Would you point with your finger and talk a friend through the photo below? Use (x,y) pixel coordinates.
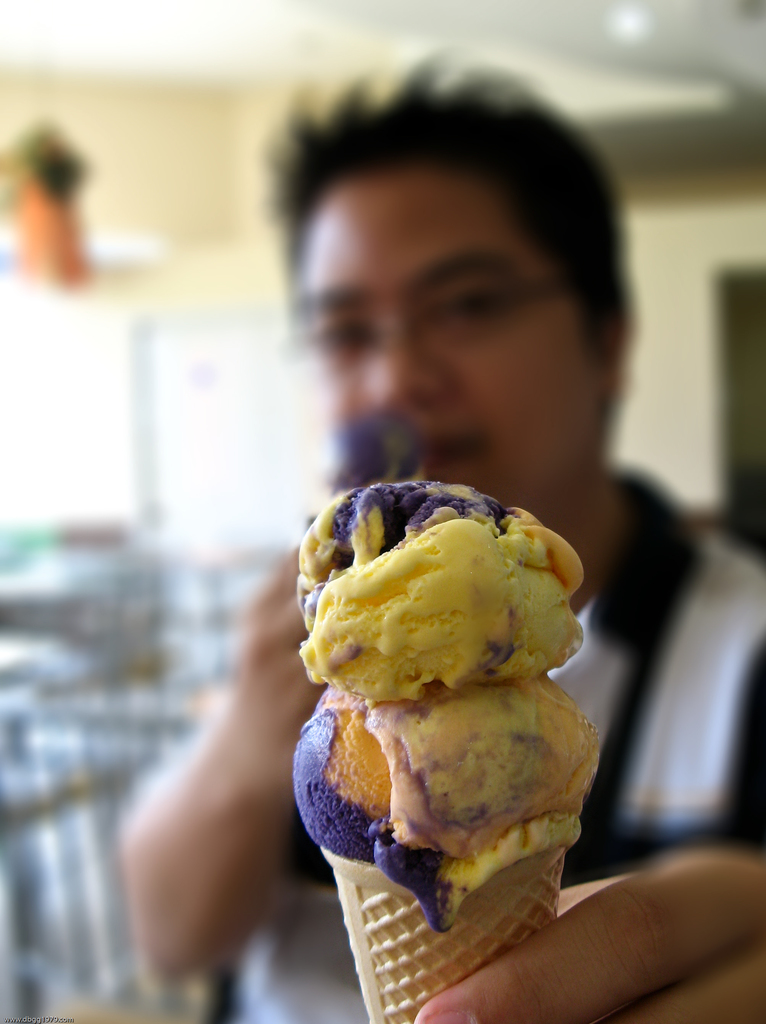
In this image there is a man (639,654) who is holding the ice cream (414,899) with his hand (630,968). In the background (140,711) there are tables (113,634) and chairs (101,655) around it. At the top (210,41) there is ceiling (215,52) with the lights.
